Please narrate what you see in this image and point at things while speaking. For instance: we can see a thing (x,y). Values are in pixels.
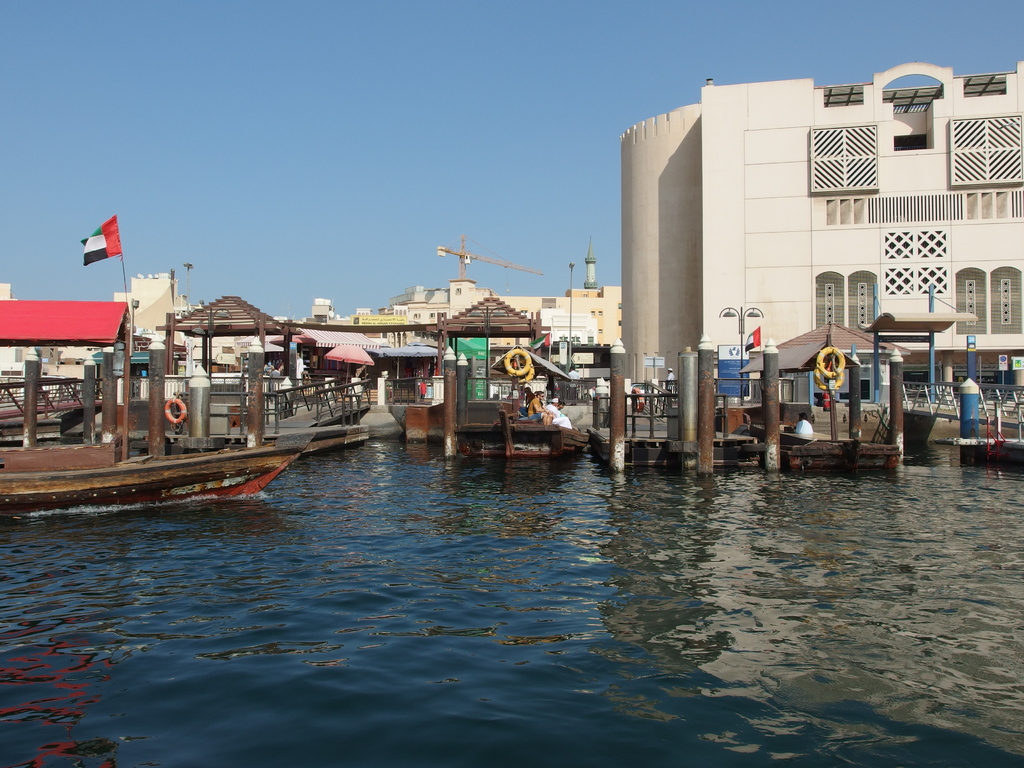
This is water (563,575), there are boats (267,455) in it, on the right side (793,305) there is a building (696,304), at the top (404,118) it is the sky (427,94).
